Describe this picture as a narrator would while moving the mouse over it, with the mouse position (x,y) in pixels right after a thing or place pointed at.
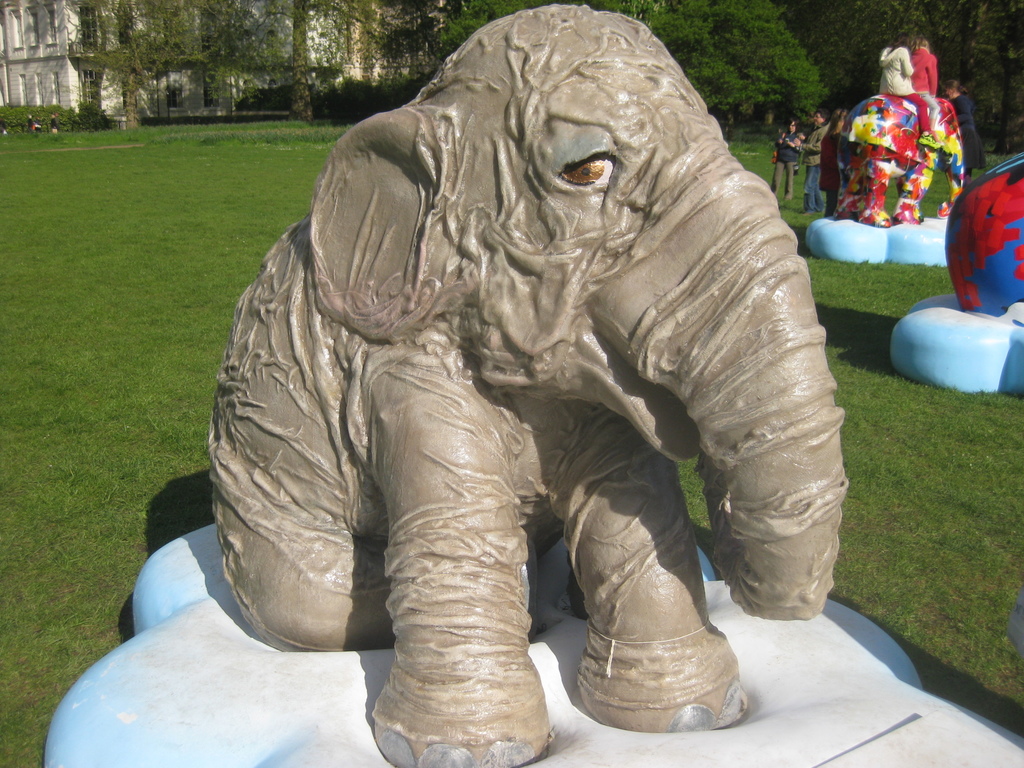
in this image we can see some elephant statues (780,327) and there are some persons (934,106) sitting on elephant statues (907,214) and at the background of the image (994,25) there are some trees (1010,13) and buildings (162,83).
